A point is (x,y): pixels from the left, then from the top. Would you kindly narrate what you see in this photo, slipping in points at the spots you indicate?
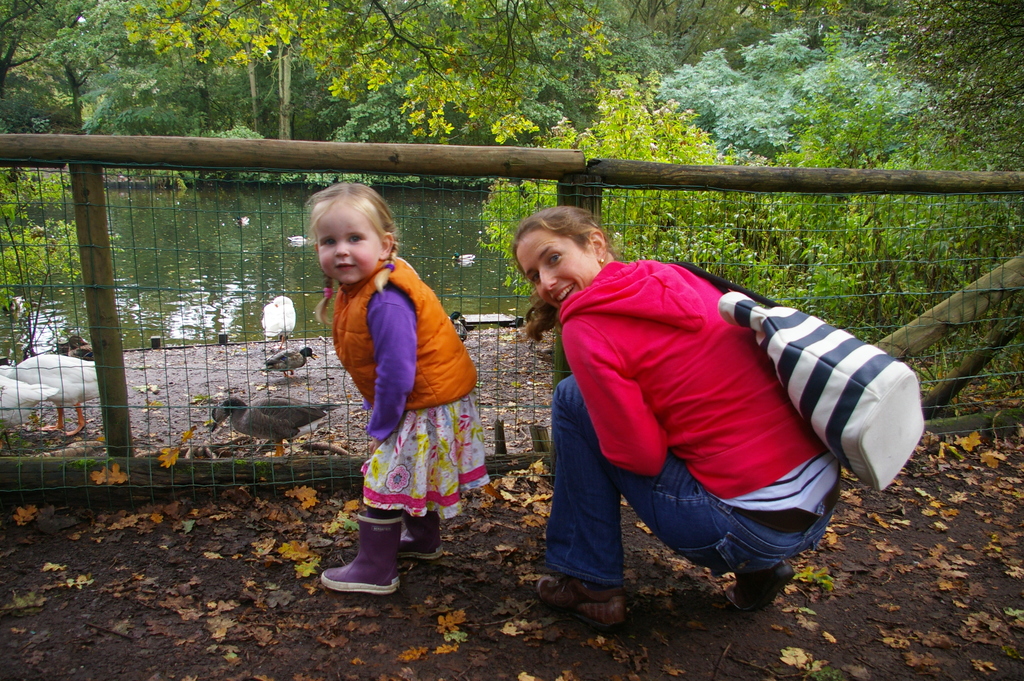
There is a girl (461,379) and a lady (597,402) wearing a bag (766,350). In the back (258,206) there is a fencing (99,225) with wooden poles (76,178). On the ground (323,563) there are leaves (838,591). In the background (272,232) there is water (174,311), birds (215,423) and trees (326,79).
